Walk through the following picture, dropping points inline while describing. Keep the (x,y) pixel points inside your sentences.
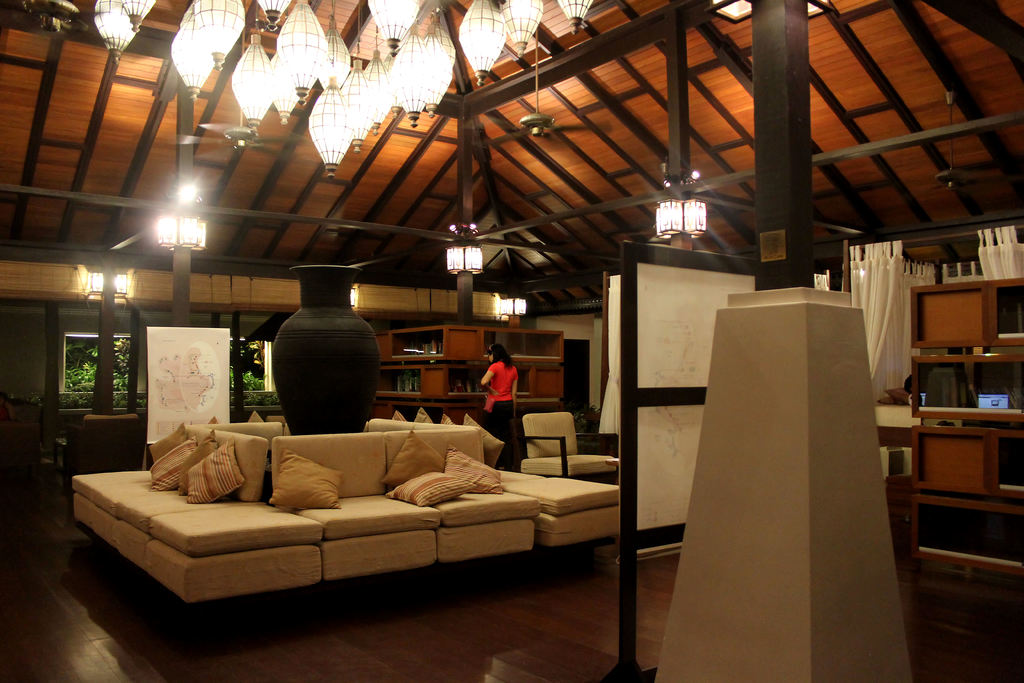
This image I can see a big black colored pot (336,382) which is kept at middle of the couches (368,472). This is a cream colored couch (170,522) with cushions (216,478) on it. I can see a banner (205,411) hanging to the pillar (184,307). There are the lamps (261,89) hanging to the rooftop (376,188). I can see woman (492,388) standing wearing a red shirt (505,397) and black trouser (503,409). This is a chair (569,445) with cushion (573,447) on it. I can see a white colored curtains (890,285) at the right corner of the image (891,314). This looks like a shelter (548,221) with beautiful lightnings (429,75). At the background (82,366) I can see small trees (89,377) from the window (69,393). Some ceiling lights (461,264) are attached to the pillar (469,291). I think this is a kind of rack (452,376) where some objects (408,383) are stored inside. This is another pillar (793,402) with white color and black at the top (784,90). I think the roof (598,109) is made of wood (720,125).
